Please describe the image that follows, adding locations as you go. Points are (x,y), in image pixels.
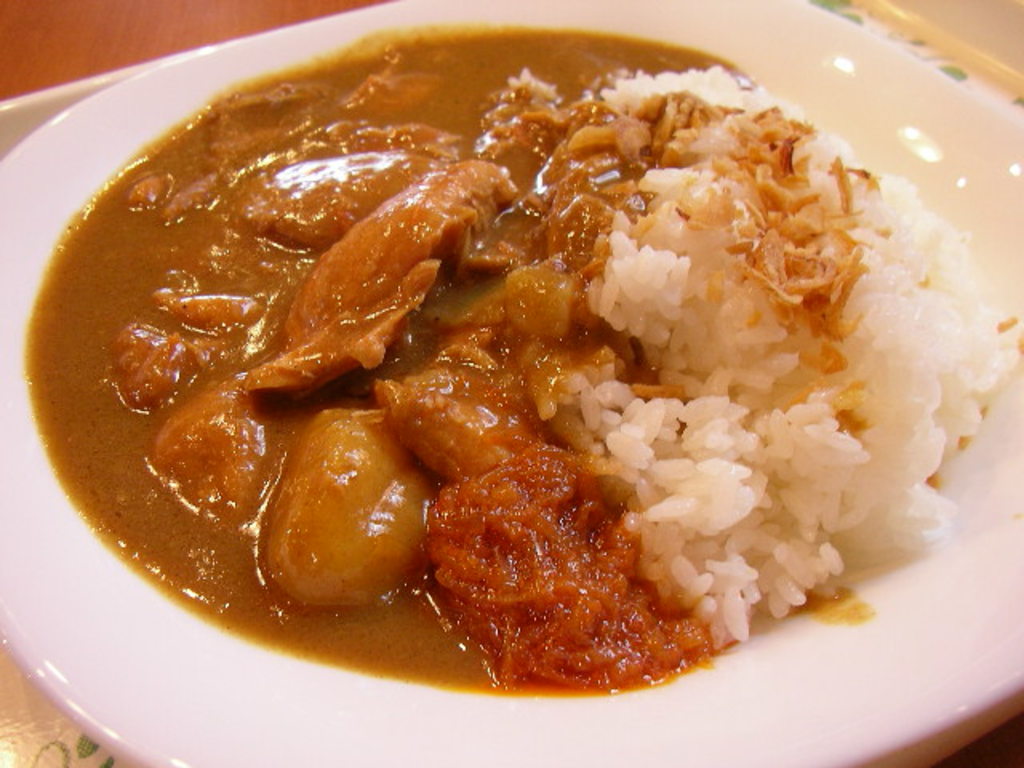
In this picture I can see a food item (266,621) on the plate (246,697), on an object (116,748).
